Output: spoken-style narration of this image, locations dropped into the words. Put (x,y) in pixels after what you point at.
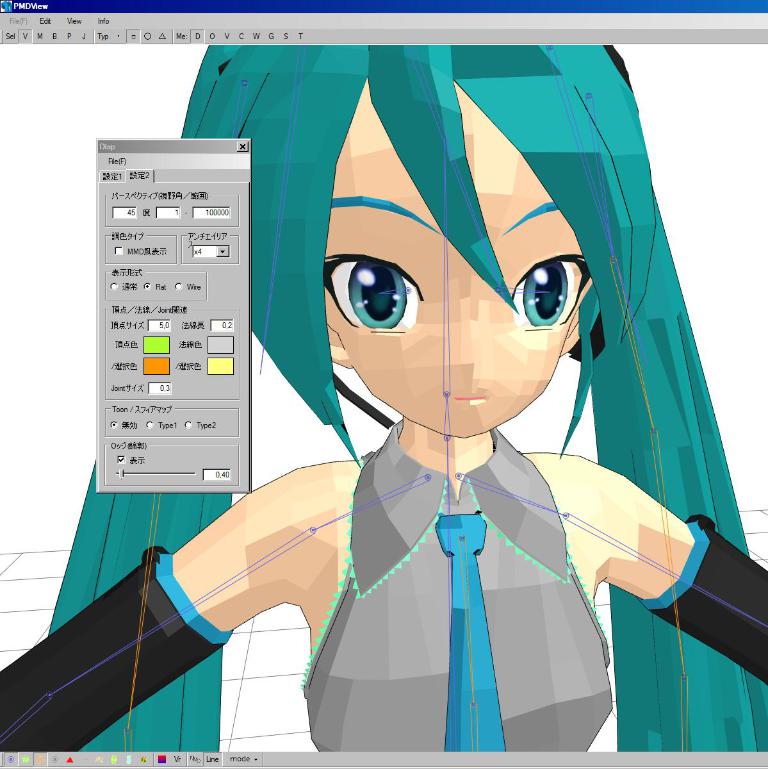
In this picture there is an image of a girl (467,309) and there is a small tab (190,290) beside it.
